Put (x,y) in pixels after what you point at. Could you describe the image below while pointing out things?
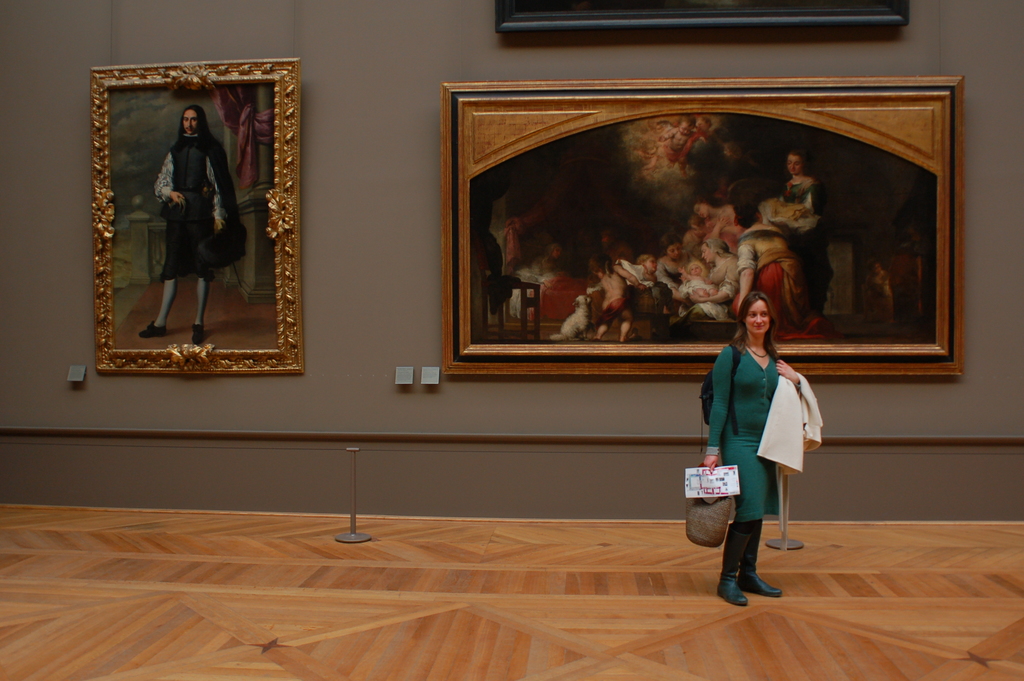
In the image there is a lady (748,368) holding a bag (723,515) and jacket (797,421) in her hand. Behind her there are few poles (351,479). And there is a wall (563,387) with few frames (644,211).
